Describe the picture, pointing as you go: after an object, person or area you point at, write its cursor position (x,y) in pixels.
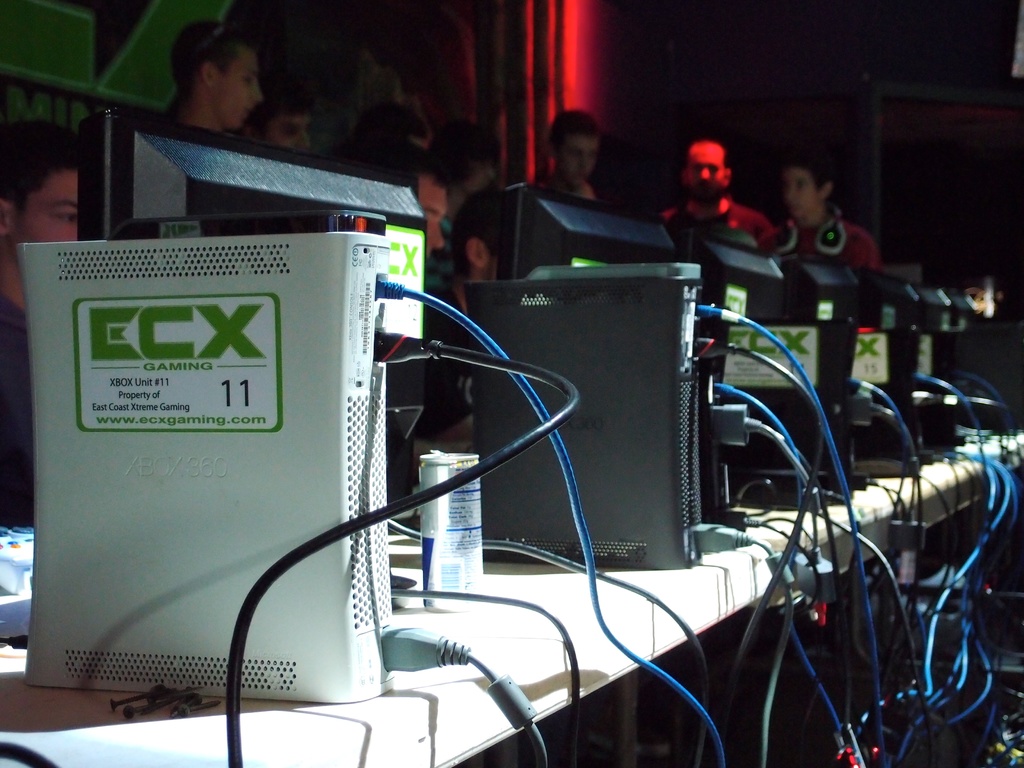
This is an image clicked in the dark. Here I can see few electronic devices (518,401), monitors (215,181) and wires (565,481) are placed on a table (303,733) and also I can see a coke tin (462,519). In the background (303,120) there are few people (561,190) in the dark and also I can see the wall (384,51).
